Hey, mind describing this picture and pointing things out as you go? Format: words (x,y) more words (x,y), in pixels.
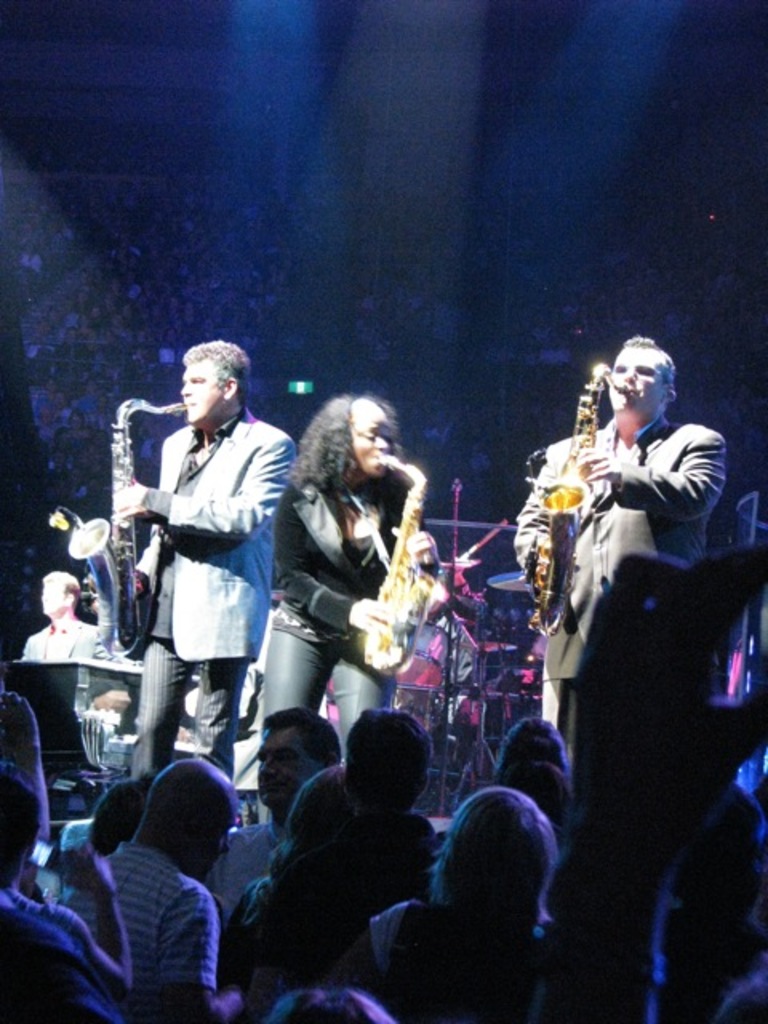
In this image I can see number of persons (309,899) sitting, few persons (596,536) standing, few persons (230,585) holding musical instruments (565,543) and few persons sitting in front of the musical instrument (479,630). In the background (515,621) I can see number of persons (423,305) and few lights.
